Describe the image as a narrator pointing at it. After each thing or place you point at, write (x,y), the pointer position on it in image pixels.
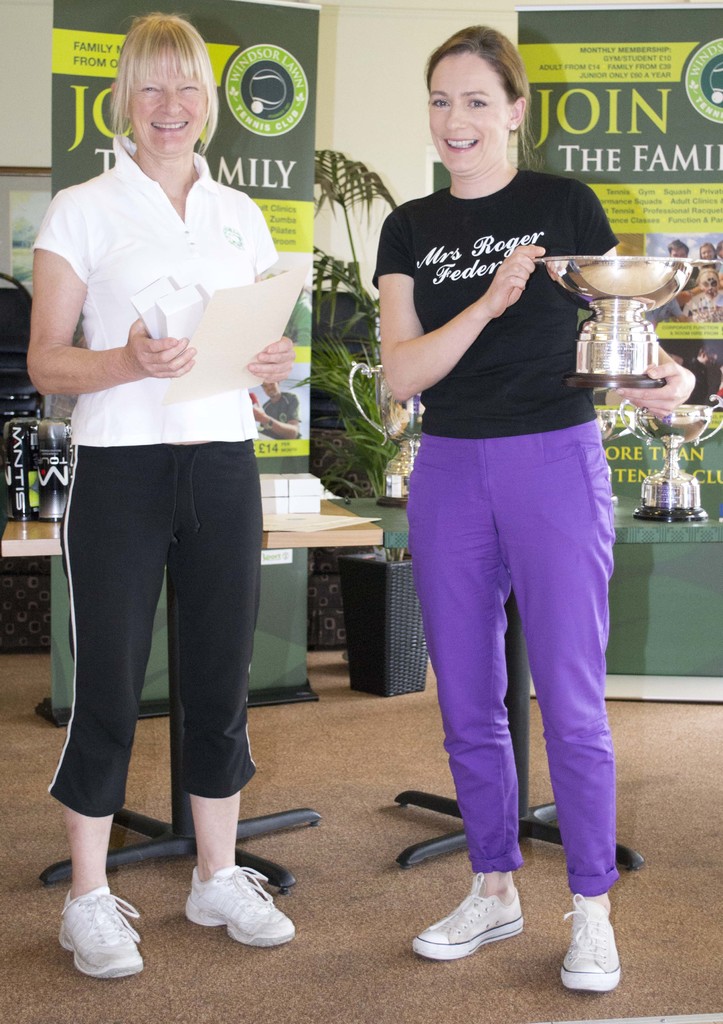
In this image on the right (503,306) there is a woman (503,433), she wears a t shirt (536,407), trouser (539,677), shoes (519,917), she is holding a cup (620,284). On the left (193,412) there is a woman (146,492), she wears a white t shirt (207,220), trouser (92,693), shoes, she is holding a paper (200,358). In the background (678,472) there are cups (690,482), posters (626,173), papers (267,523), boxes (265,509), bottles (41,468), photo frame (38,209), plants (373,410), wall (383,97) and floor (336,768).
